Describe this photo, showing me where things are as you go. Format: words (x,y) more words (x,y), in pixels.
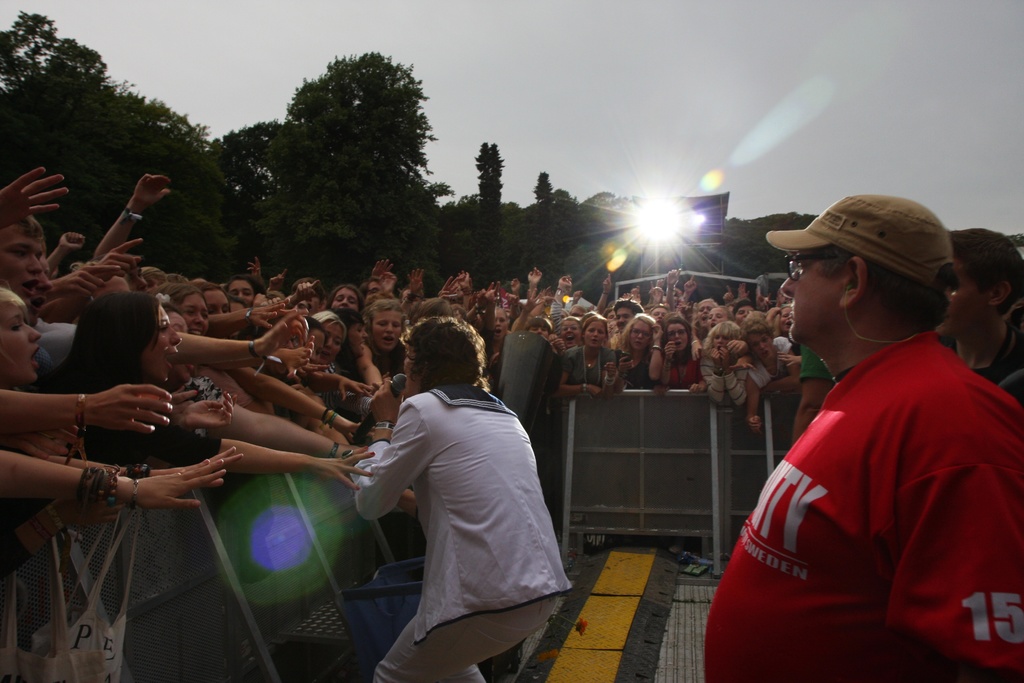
In the picture we can see a man (836,495) standing and wearing a red T-shirt (840,478) and a cap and in front of him we can see one man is standing near the railing (178,606) and holding a microphone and shaking hands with the people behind the railing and behind them we can see trees (616,217) and sky (442,162) and a light (648,231).
